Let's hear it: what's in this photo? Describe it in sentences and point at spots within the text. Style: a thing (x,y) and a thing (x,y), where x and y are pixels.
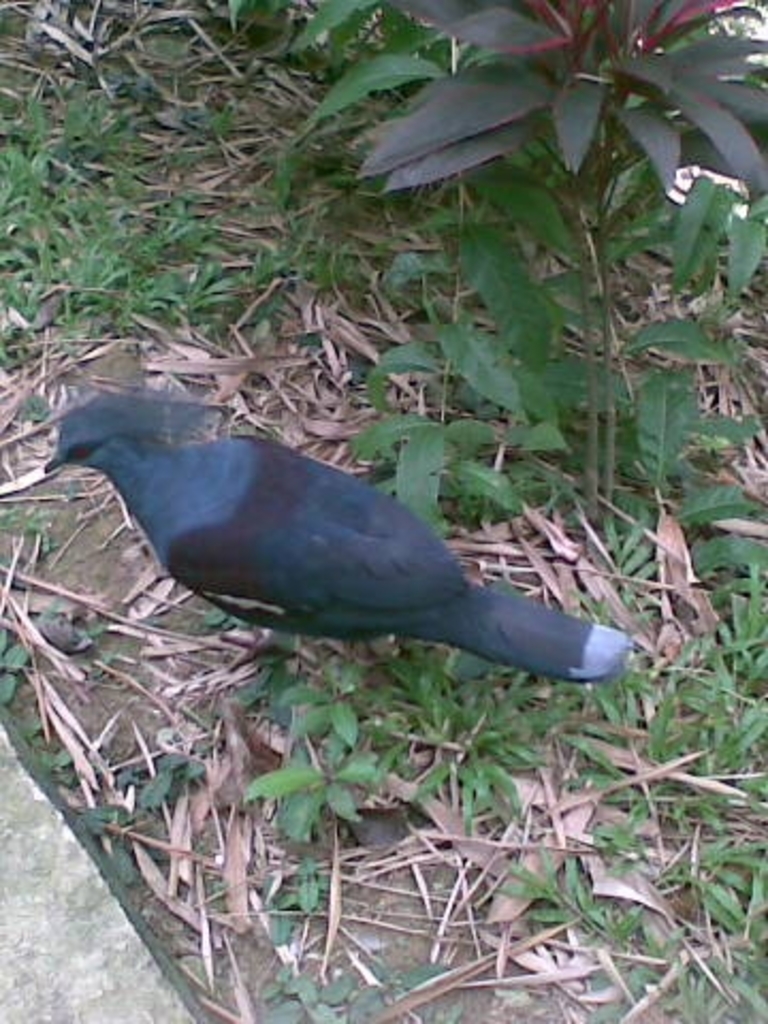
In the middle of this image (400,573) there is a black color bird (278,525) on the ground (248,637). Along with the bird (270,528), I can see few plants (638,473) and dry leaves (63,661).
